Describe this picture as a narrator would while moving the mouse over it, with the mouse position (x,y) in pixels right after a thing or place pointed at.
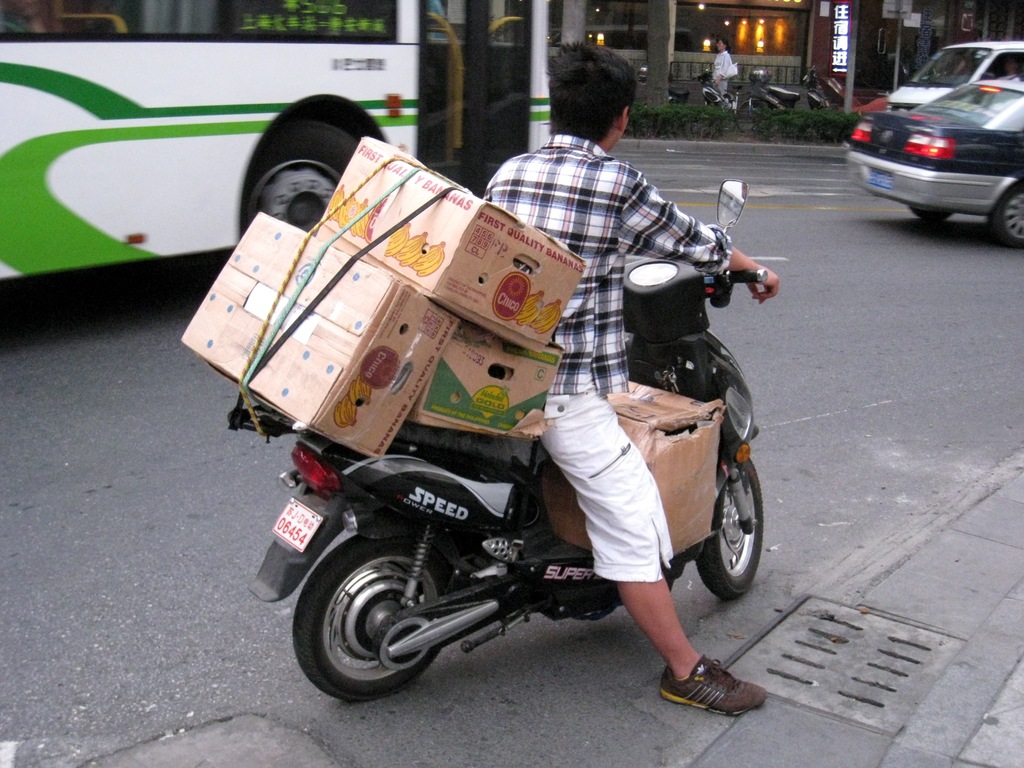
In the center of the image (550,449) there is a person (653,629) sitting on the bike (367,618). There are carton boxes (330,346) on the bike (435,482). In the background of the image (493,49) there is a bus (299,79). There are cars (900,113). There are vehicles (754,69). There is a person (727,68). At the bottom of the image (90,605) there is road (133,659).
